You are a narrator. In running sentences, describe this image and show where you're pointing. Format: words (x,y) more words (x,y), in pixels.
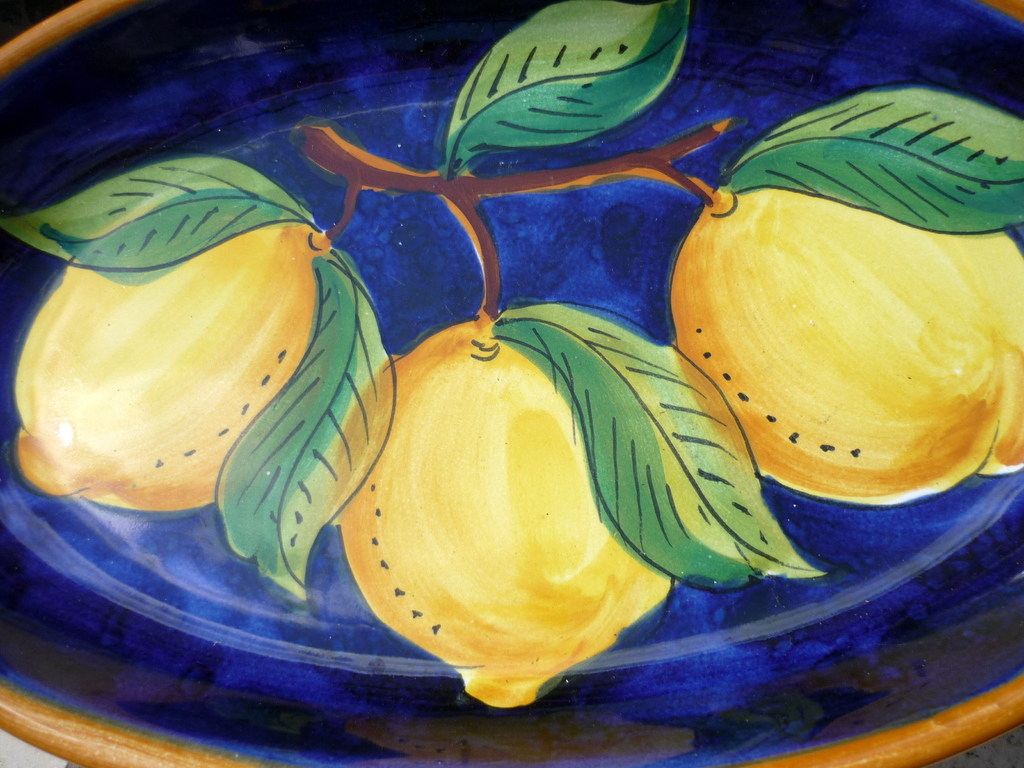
In this picture I can see the depiction of fruits (226,274) and leaves (605,14) on the stem (429,173) and it is blue color in the background (431,723).
